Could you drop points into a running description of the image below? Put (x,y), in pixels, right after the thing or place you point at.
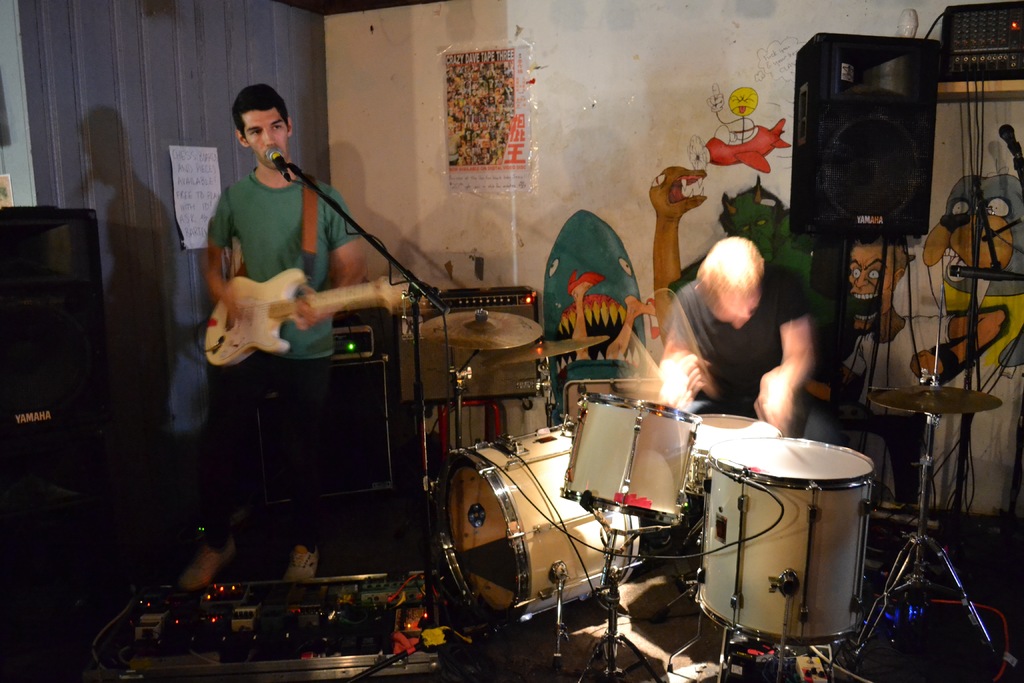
In this picture I can see 2 men (269,265), where I see the man (273,260) on the left (273,277) is holding a guitar (269,298) and standing in front of a mic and the man (720,390) on the right (687,363) is holding sticks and is sitting near to the drums (645,464) and I see few other equipment (378,579). On the right top of this picture (851,198), I can see a speaker (883,120) and few wires (974,357). In the background (735,122) I can see the wall (565,169) on which I can see the art (691,195) of cartoon characters (683,285).
